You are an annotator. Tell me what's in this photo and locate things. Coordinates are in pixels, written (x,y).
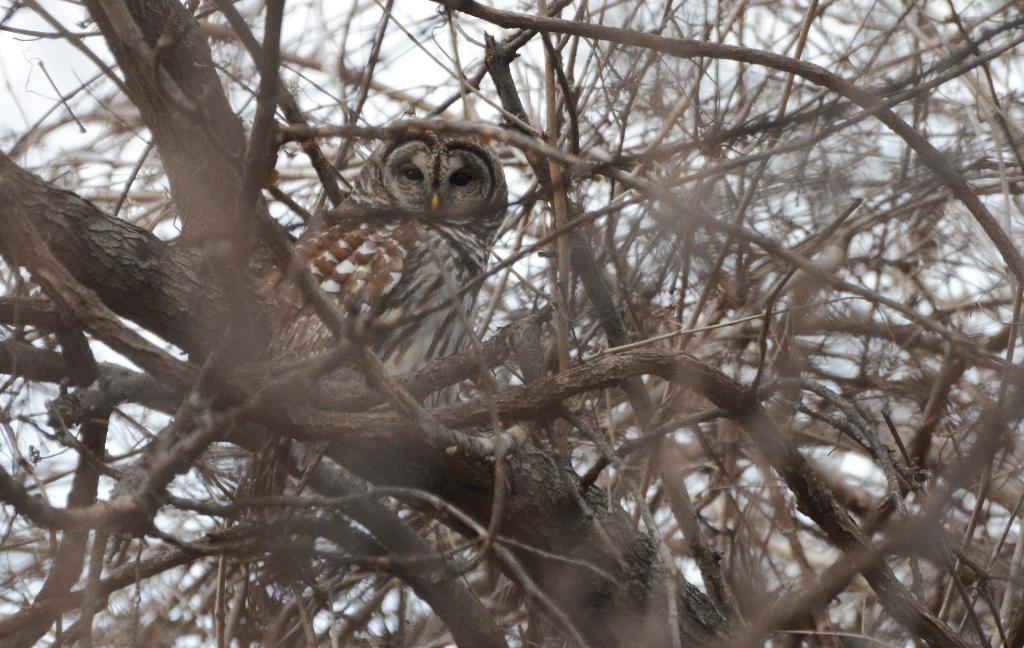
This image is taken outdoors. In the background (35,72) there is the sky (28,53). In the middle of the image (646,385) there is a tree (457,562) with stems (612,564) and branches (183,34) and there is an owl (461,233) on the branch (264,408) of a tree (389,383).
